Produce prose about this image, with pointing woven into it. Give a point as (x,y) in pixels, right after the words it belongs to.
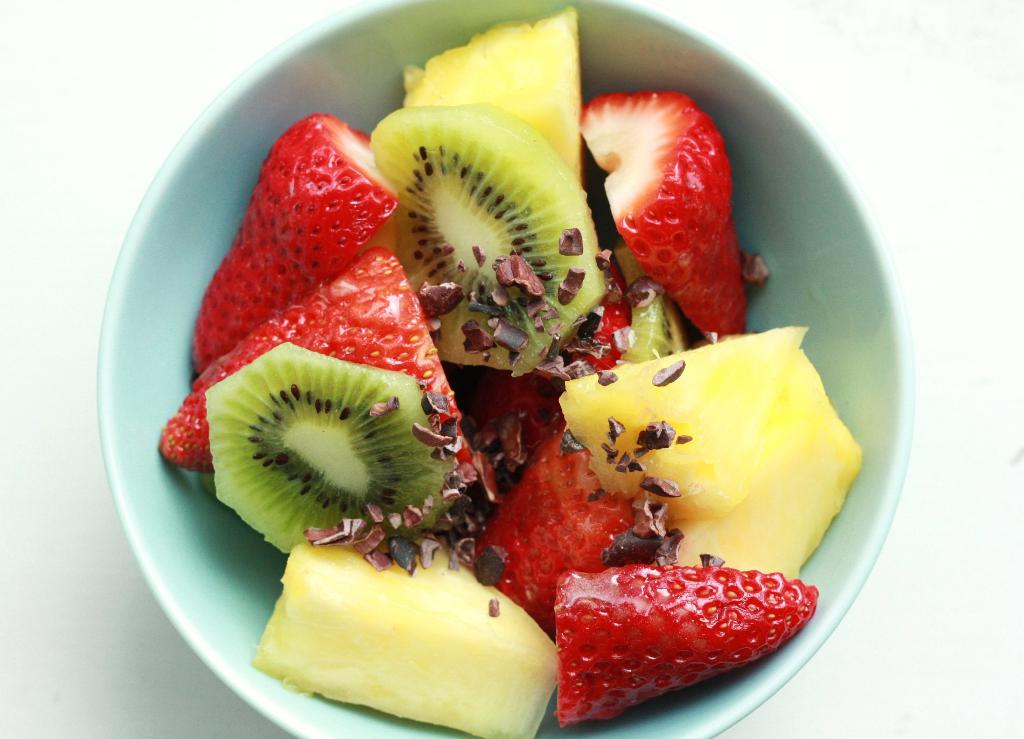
In the center of the image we can see one table (969,714). On the table (969,714), we can see one bowl (829,347). In the bowl (874,252), we can see fruit slices (601,519) like strawberries (431,365) etc.
